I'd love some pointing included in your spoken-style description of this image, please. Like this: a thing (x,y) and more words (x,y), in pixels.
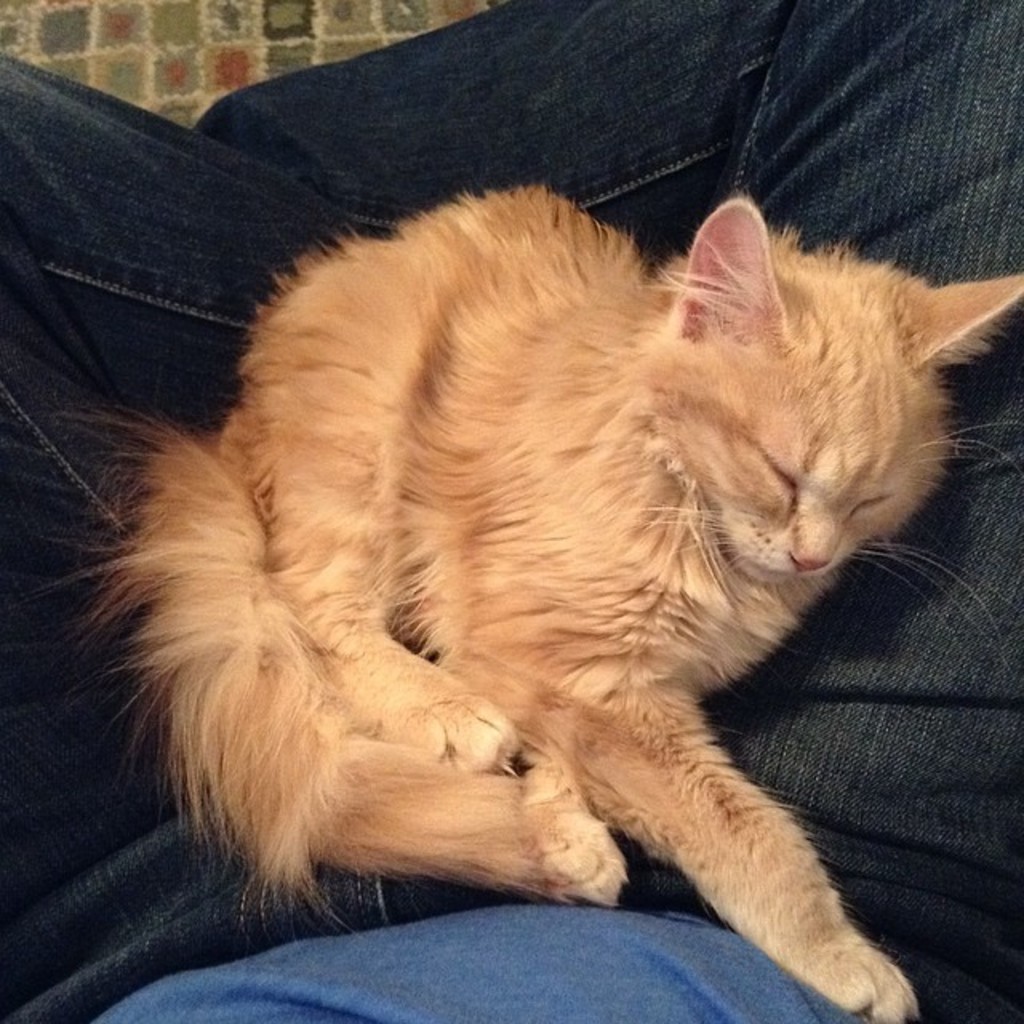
This is a cat (608,608) sleeping on the person's lap (185,257). This person (489,924) wore a T-shirt (402,988) and trouser (75,483).
